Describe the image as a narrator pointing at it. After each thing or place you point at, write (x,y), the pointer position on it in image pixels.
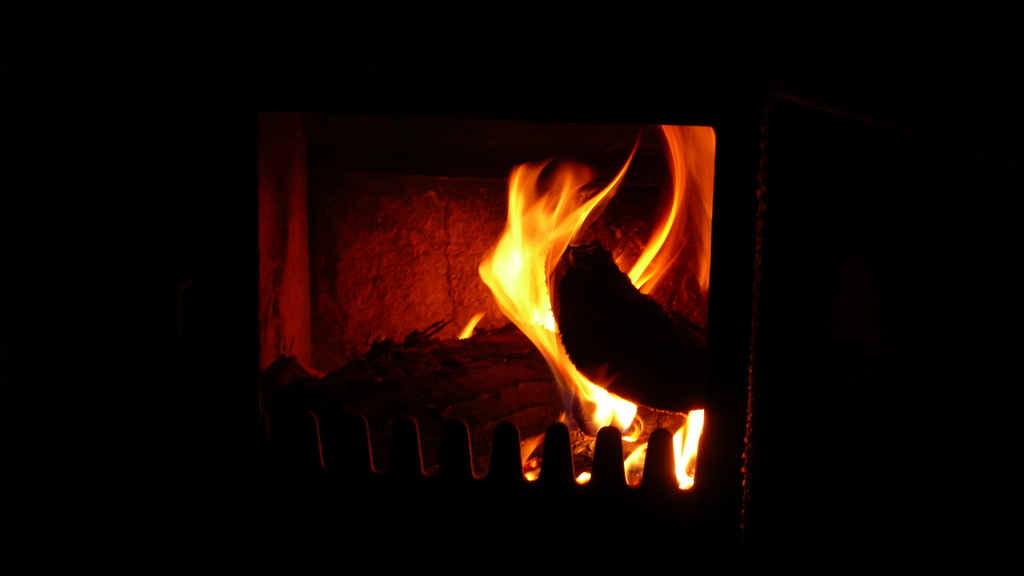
In the middle (548,336) it is flame (527,259).
